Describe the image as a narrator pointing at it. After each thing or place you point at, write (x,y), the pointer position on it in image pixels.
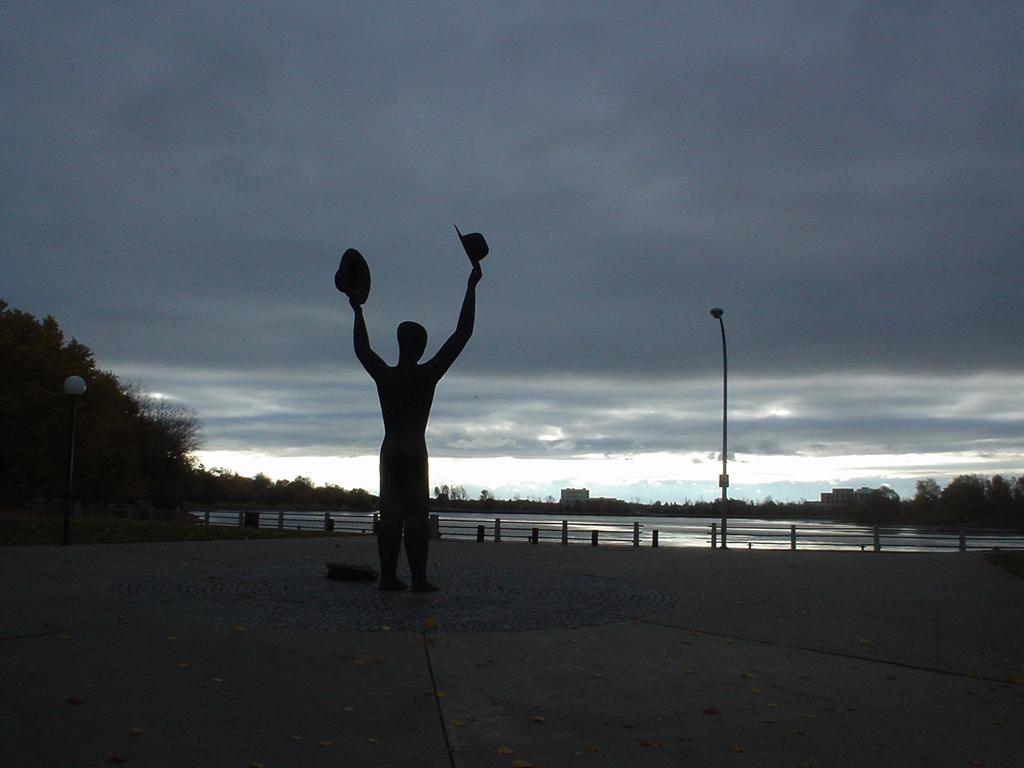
In this image in the center (397,418) there is one statue (392,421) which is holding two hats (470,240), and in the background (186,445) there are some trees (503,511), pole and water (588,521). At the bottom (412,656) there is a walkway (532,606), and at the top of the image (318,148) there is sky (442,114).
